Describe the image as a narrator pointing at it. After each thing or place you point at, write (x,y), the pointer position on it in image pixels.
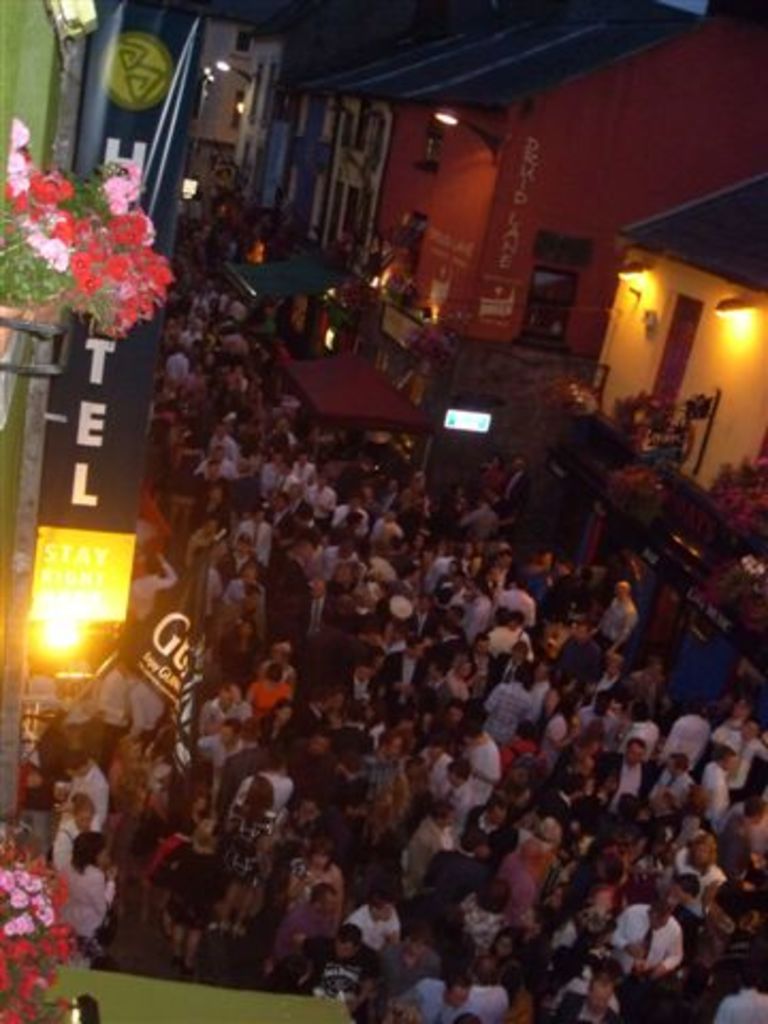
Here people (498,751) are standing, these are buildings (504,176), this is light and plant (38,907).
